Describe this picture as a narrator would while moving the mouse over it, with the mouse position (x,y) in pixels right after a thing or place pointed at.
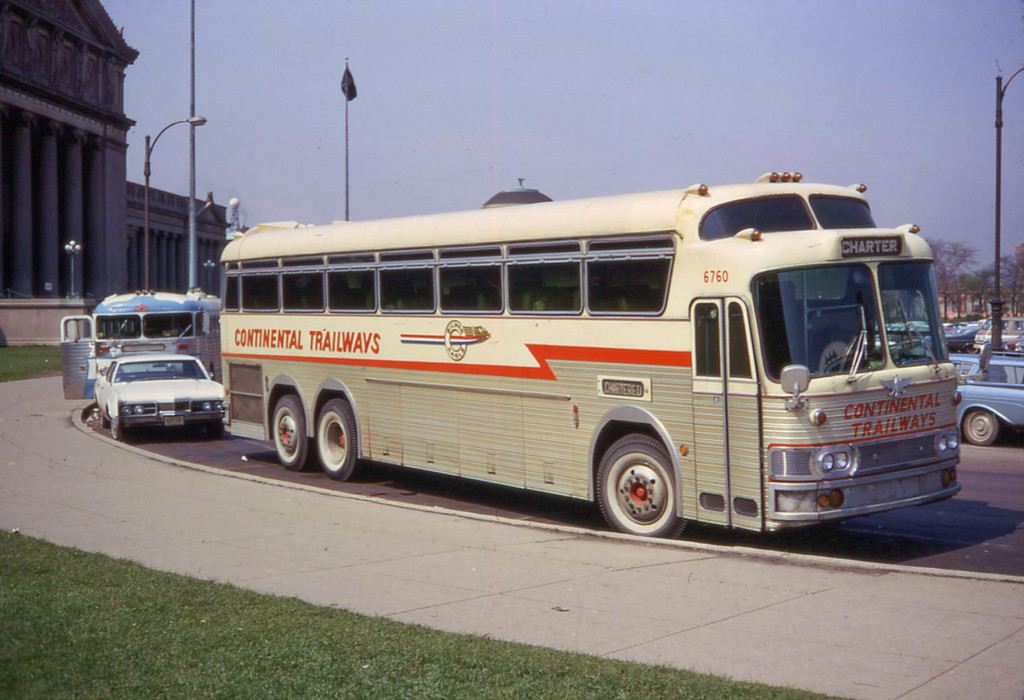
A bus (781,512) is parked on the road (890,516), left side (165,262) there are monuments (157,252). At the top (645,73) it is the sky (634,50).
